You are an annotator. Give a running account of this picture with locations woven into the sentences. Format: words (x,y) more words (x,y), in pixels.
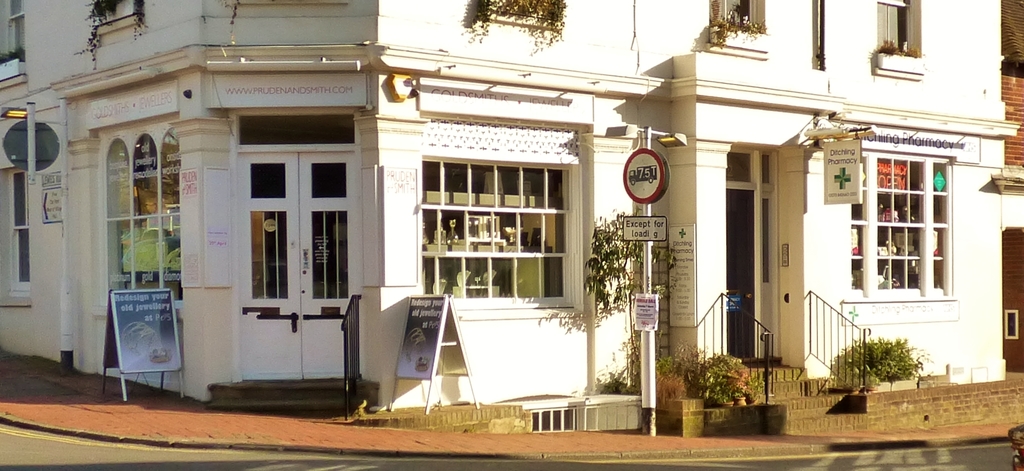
In this image there is a building (404,225) in middle of this image (563,240) which is in white color. There is a door (292,330) at left side of this image (291,287) and there is one another door (732,221) at right side of this image (738,255). There is a sign board (692,320) at middle of this image (675,256) and there is a sign board (48,140) at left side of this image (15,138).
